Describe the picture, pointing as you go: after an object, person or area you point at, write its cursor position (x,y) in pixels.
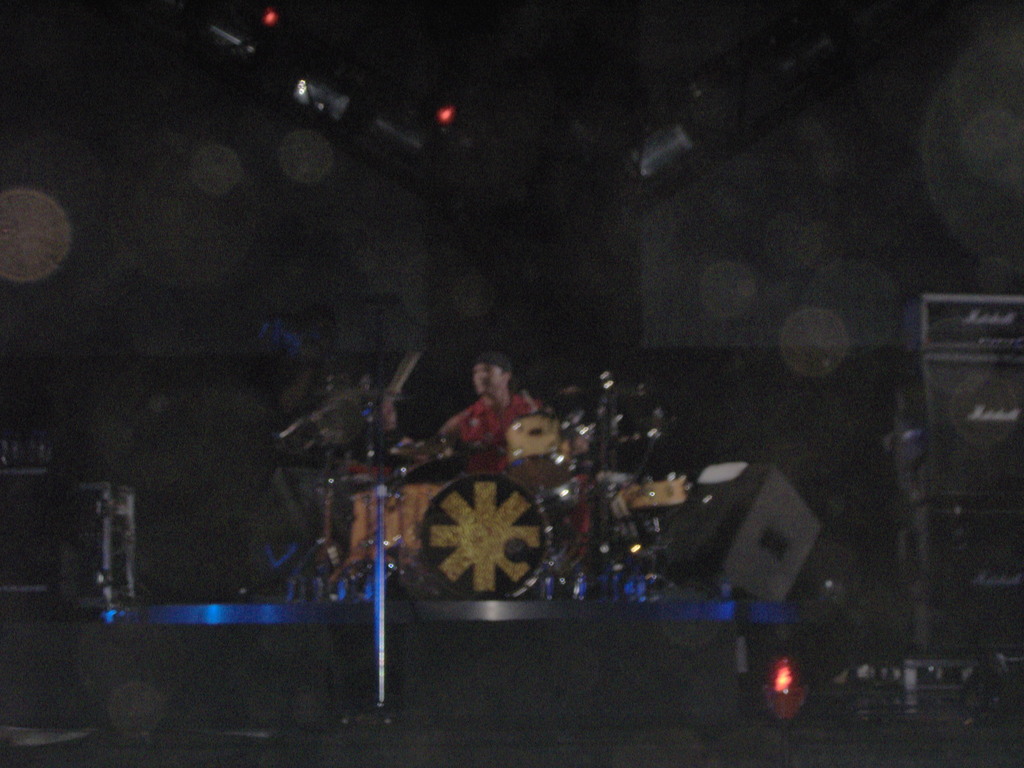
In this image, in the middle (487,385), we can see a man (474,386) is in front of a musical instrument (654,578). On the right side (977,652), we can see some object (996,376). In the background (576,172), we can see some lights (346,106) and black color.
